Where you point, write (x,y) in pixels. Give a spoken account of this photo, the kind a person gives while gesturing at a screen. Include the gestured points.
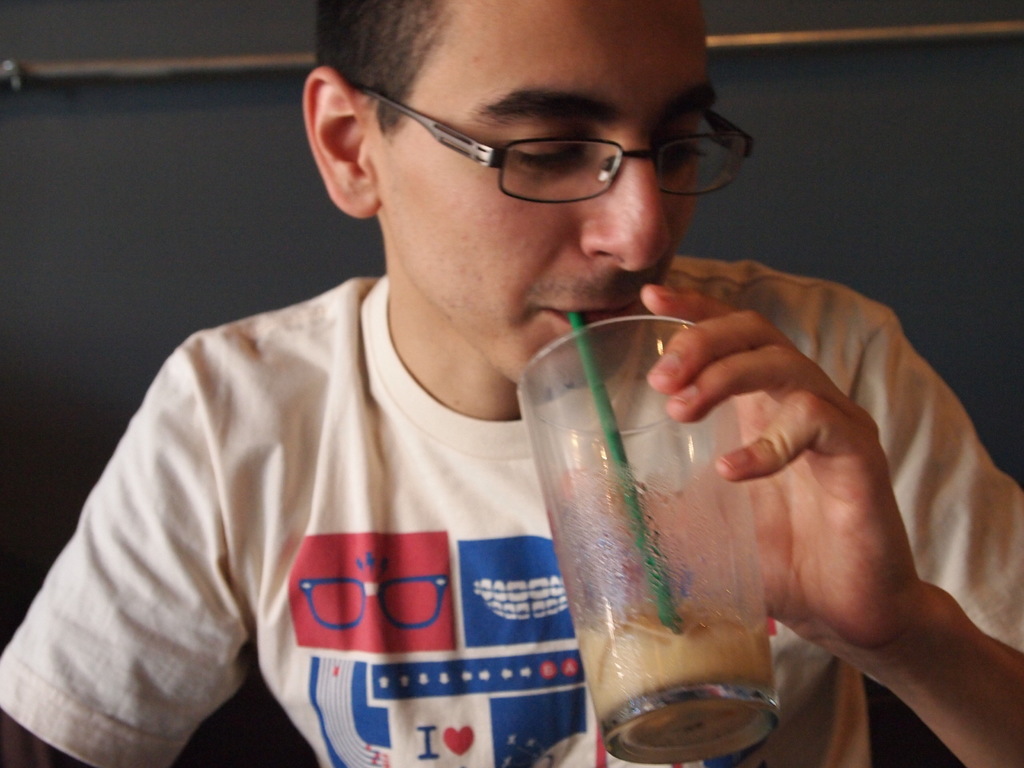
In this picture there is a person (321,389) with white t-shirt (271,602) is holding the glass (638,339) and drinking and there is drink (647,641) and straw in the glass (637,657). At the back (34,357) it looks like a wall (197,248) and there is a rod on the wall (54,288).
